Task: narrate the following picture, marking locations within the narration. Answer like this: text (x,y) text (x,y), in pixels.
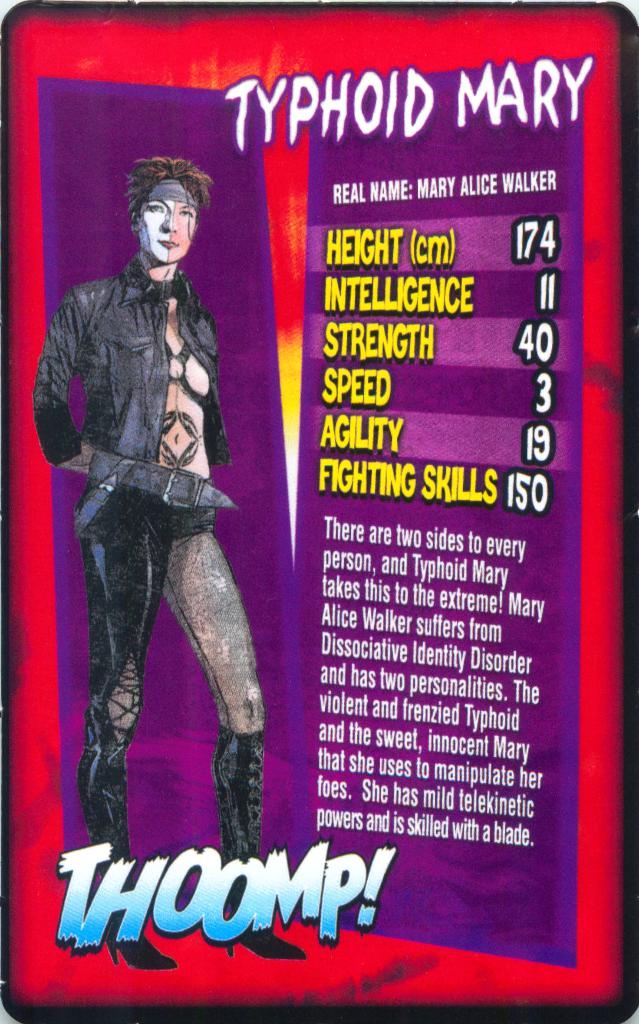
This is a poster (387,307). In this image there is a picture of a person (105,292) standing and there is text (202,890).
